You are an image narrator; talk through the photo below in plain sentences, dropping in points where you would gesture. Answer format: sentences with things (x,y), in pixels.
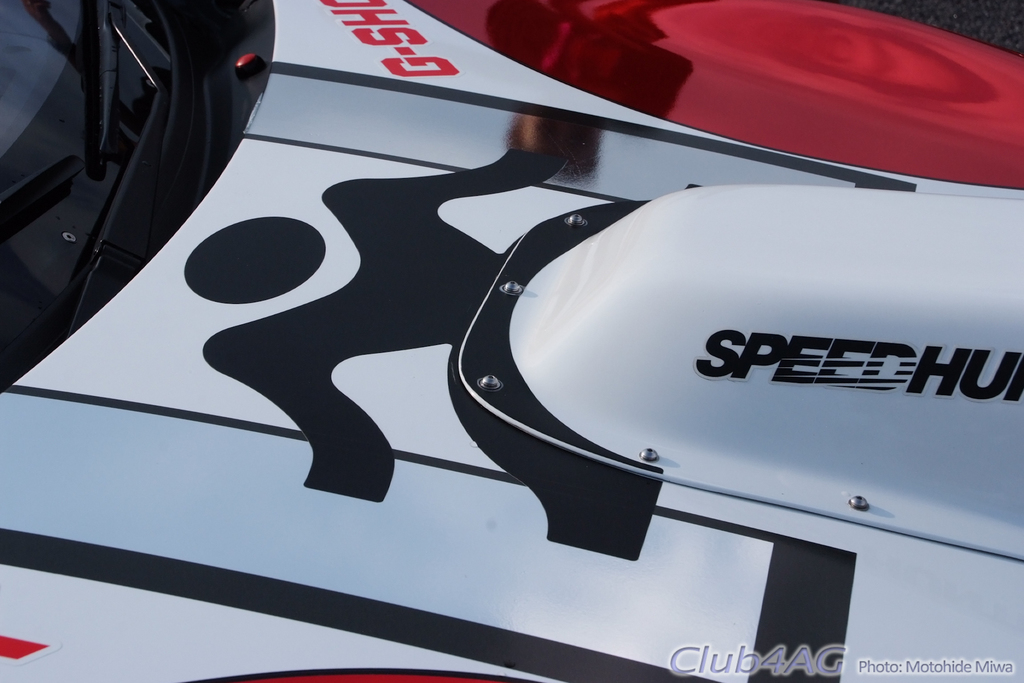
In this image I can see a vehicle (481,385) which is in white, black and red color. In front I can see a glass (68,77) and something is written on it.
